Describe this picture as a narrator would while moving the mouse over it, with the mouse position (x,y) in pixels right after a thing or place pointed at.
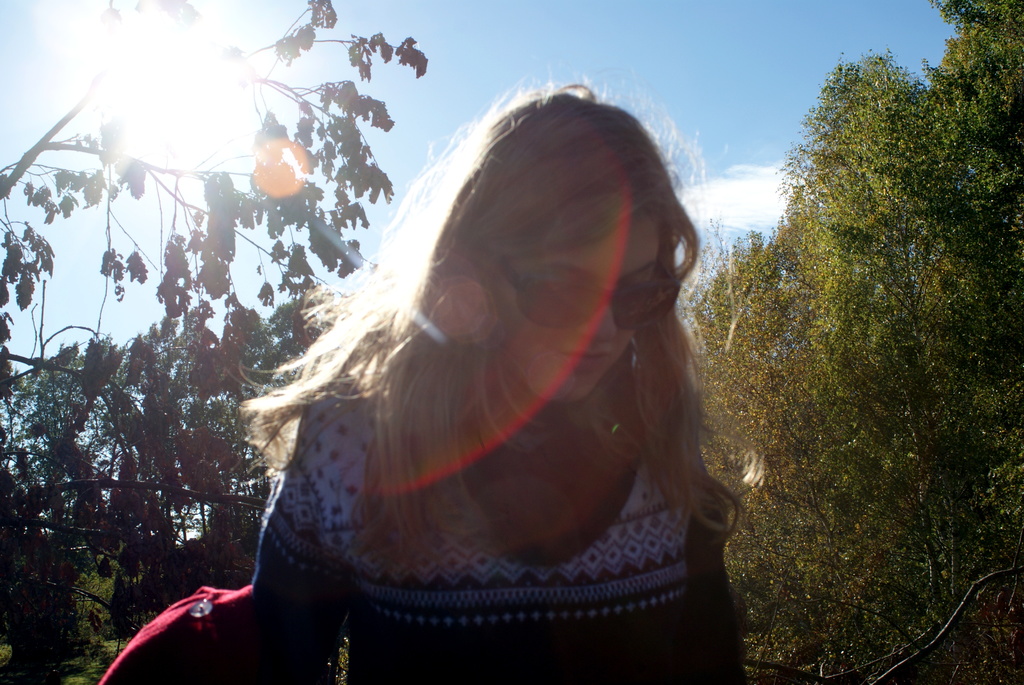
In the center of the image (464,292) there is a woman (468,497) standing. On the right side of the image (815,666) there are trees (794,526). On the left side (331,20) we can see trees (112,510). In the background (420,87) there is a sky (510,82).
